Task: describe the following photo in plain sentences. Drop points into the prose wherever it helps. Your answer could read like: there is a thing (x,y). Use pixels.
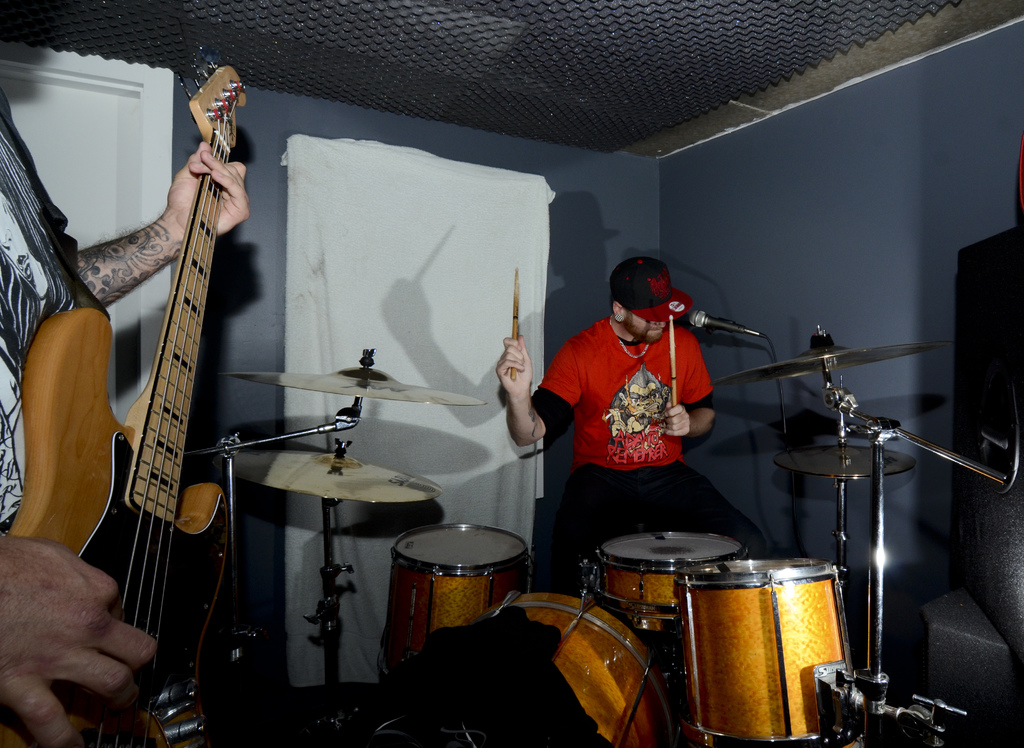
In this image I can see a man (89,569) is holding a guitar (180,656). Here I can see another one is sitting next to a drum set (634,714). In the background (407,460) I can see a cloth (298,646).
